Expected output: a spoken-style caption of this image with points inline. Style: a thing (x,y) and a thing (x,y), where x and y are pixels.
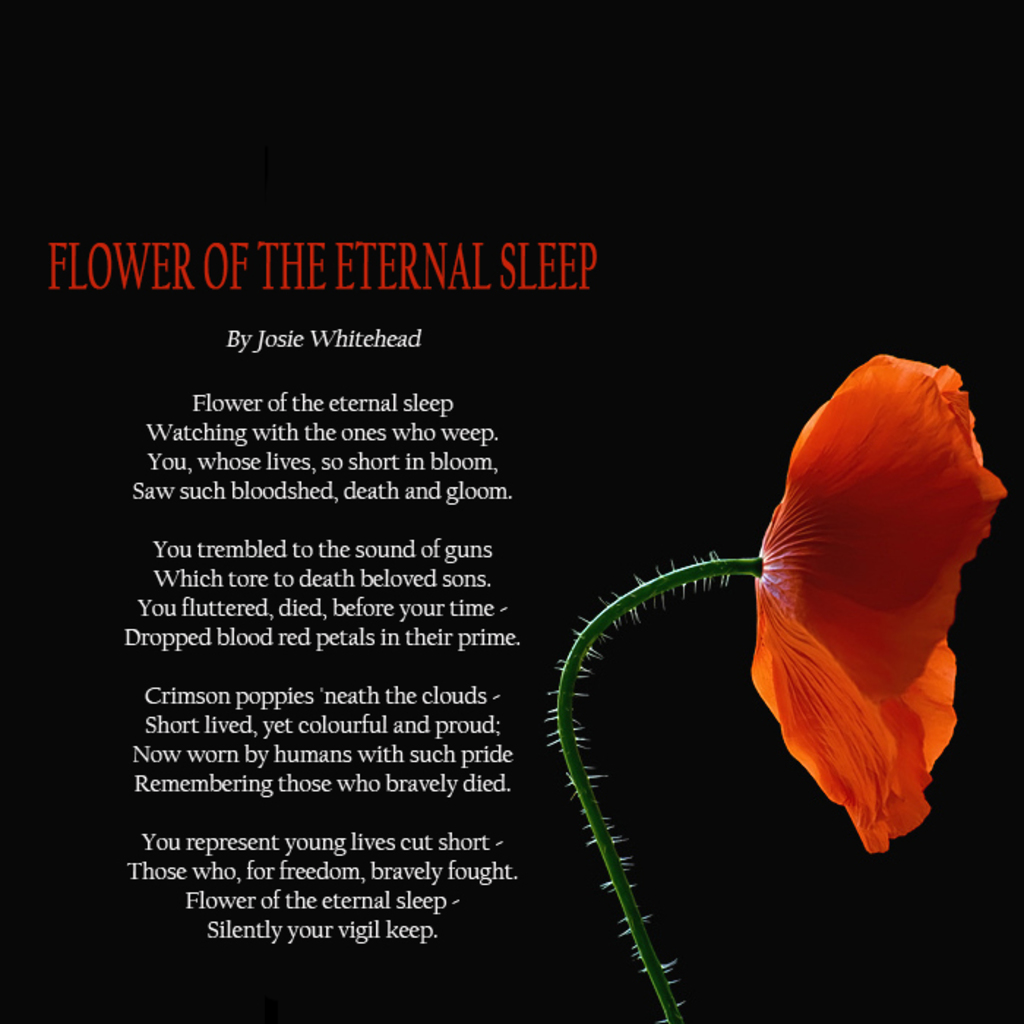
We can see orange flower (801,552) and text (224,840). Background (737,343) it is dark.
